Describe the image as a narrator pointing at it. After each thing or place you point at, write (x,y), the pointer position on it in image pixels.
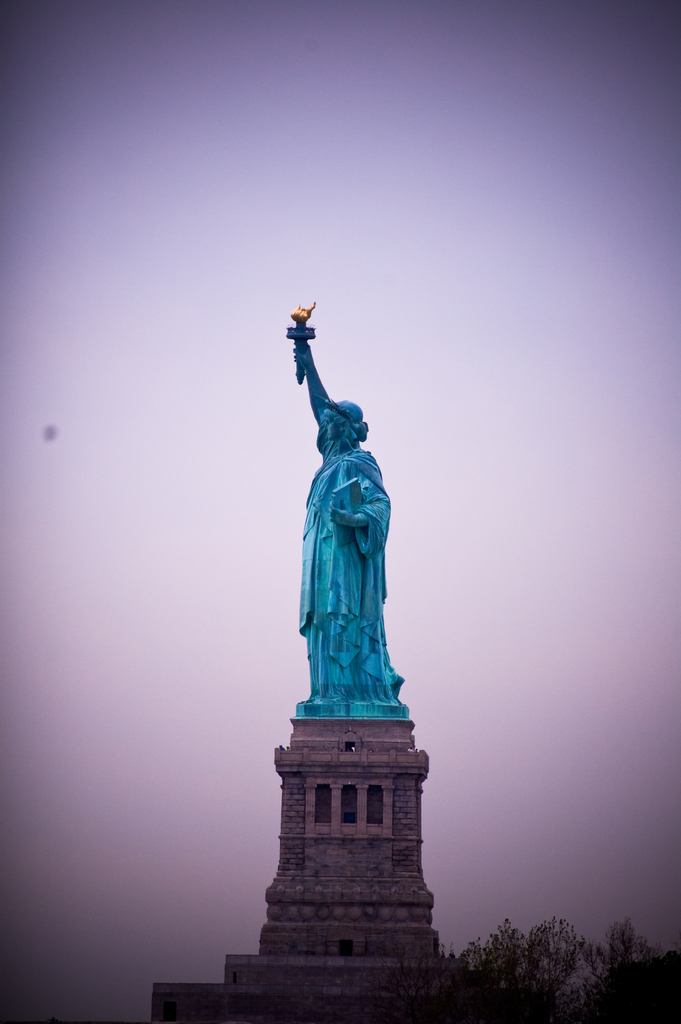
In this picture there is statue of liberty (378,566) placed on an object (332,780) and there is a tree (537,991) in the right bottom corner (564,981).
